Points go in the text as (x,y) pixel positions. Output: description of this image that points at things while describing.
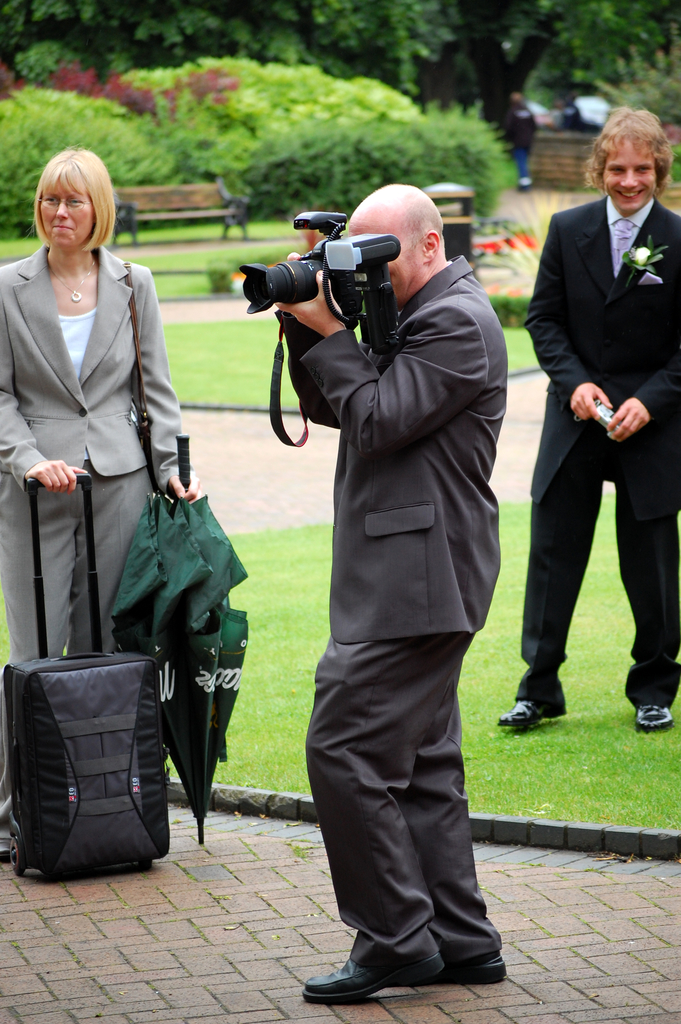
This picture describes about group of people (460,511), in the middle of the image (367,486) we can see a man (410,454), he is holding a camera (298,278), on the left side of the image (92,359) we can find a woman (83,297), she is holding a bag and an umbrella (133,554), in the background (261,558) we can see grass (263,566), few trees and a bench (155,187).
